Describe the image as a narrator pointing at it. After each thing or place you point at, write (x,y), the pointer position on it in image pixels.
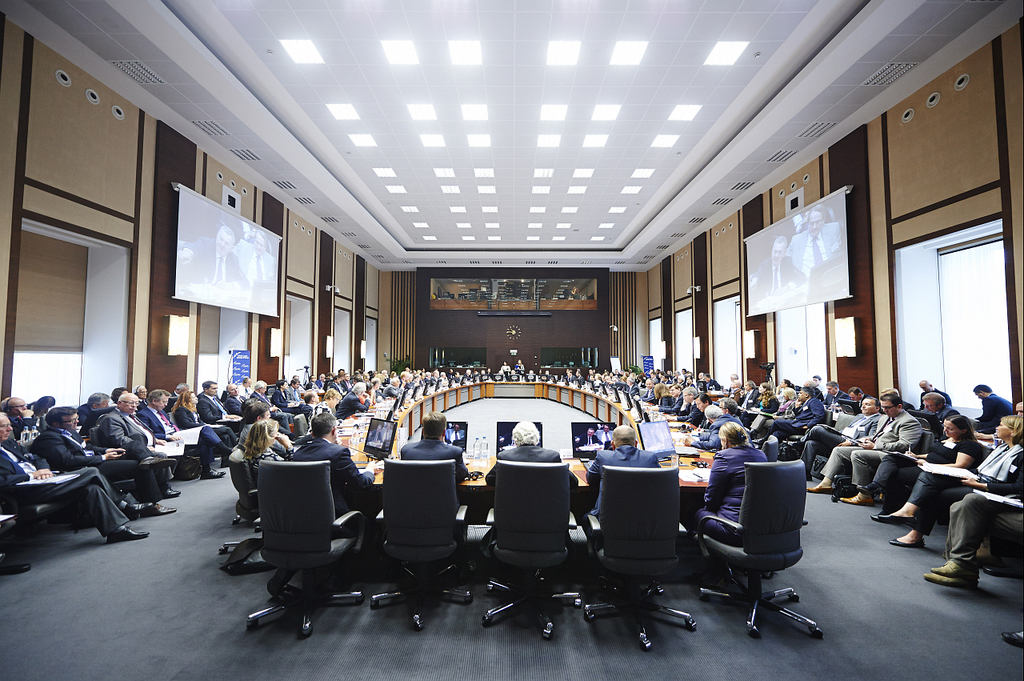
In this image few persons (769,407) are sitting on the chairs (290,465) and few persons (627,457) are sitting before a table (381,416) having few monitors (389,432), bottles (483,451) and few objects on it. There are few screen (827,262) attached to the wall (562,276) having few windows (68,370). Few lights (483,109) are attached to the roof (583,159).
